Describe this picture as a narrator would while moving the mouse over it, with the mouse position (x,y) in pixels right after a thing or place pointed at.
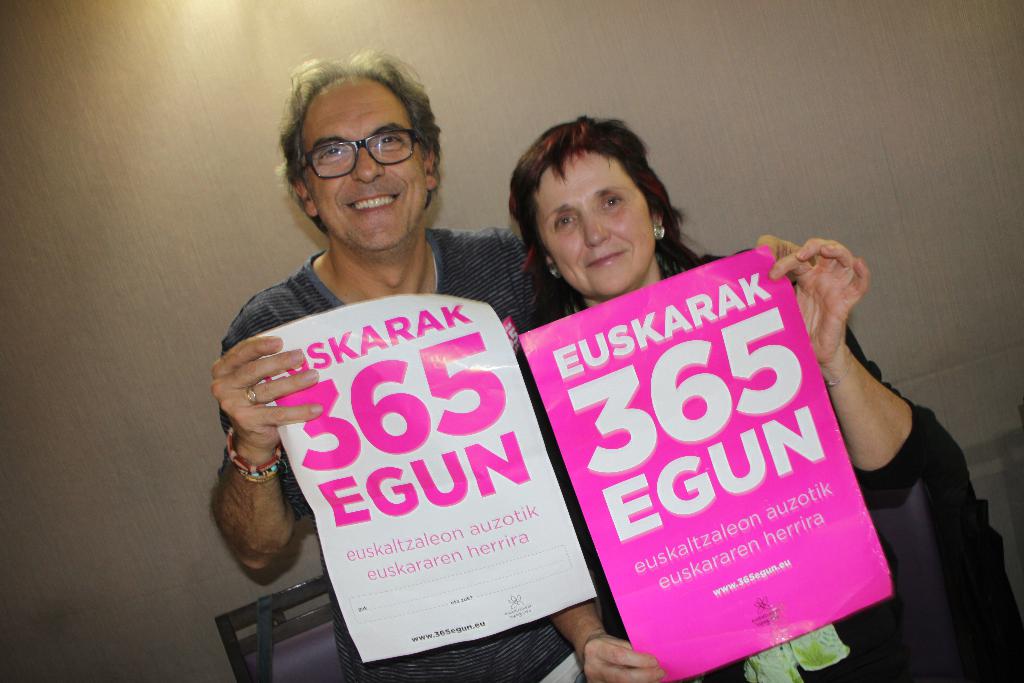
In this image I can see two persons (335,192) and I can see both of them are holding few papers (393,419). On these papers (706,422) I can see something is written and I can also see smile (378,200) on their faces (589,222). On the left side (321,196) I can see one of them is wearing specs (391,151).
